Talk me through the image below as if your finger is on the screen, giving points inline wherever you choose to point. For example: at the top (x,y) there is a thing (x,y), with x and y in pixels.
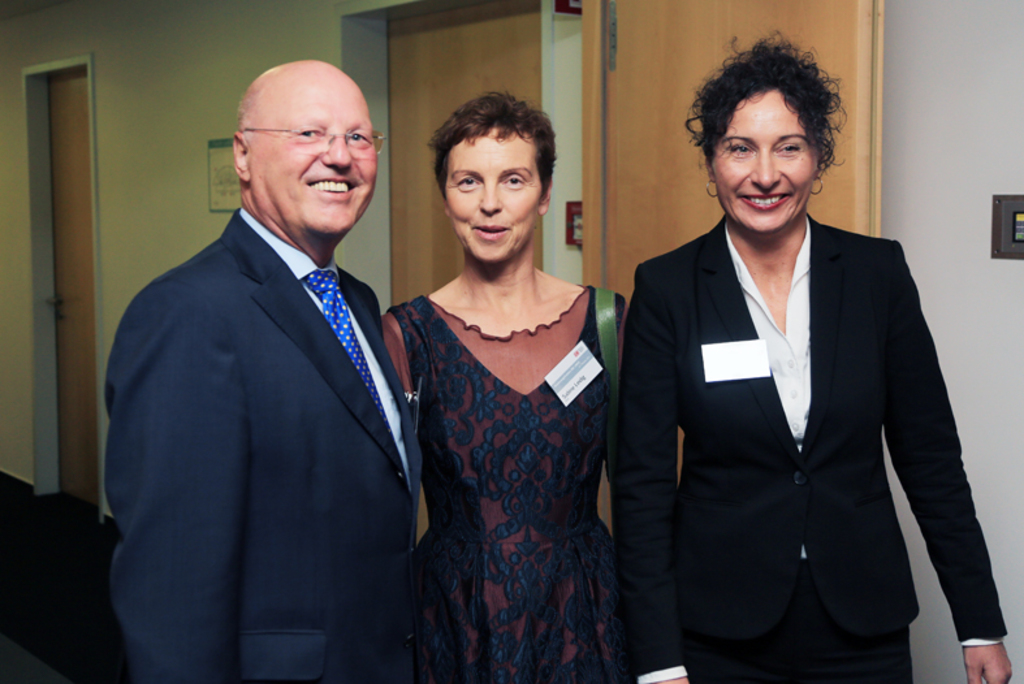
There are people (756,384) those who are standing in the center of the image (423,231) and there are doors (510,60) and a poster (222,173) in the background area of the image (372,16).
